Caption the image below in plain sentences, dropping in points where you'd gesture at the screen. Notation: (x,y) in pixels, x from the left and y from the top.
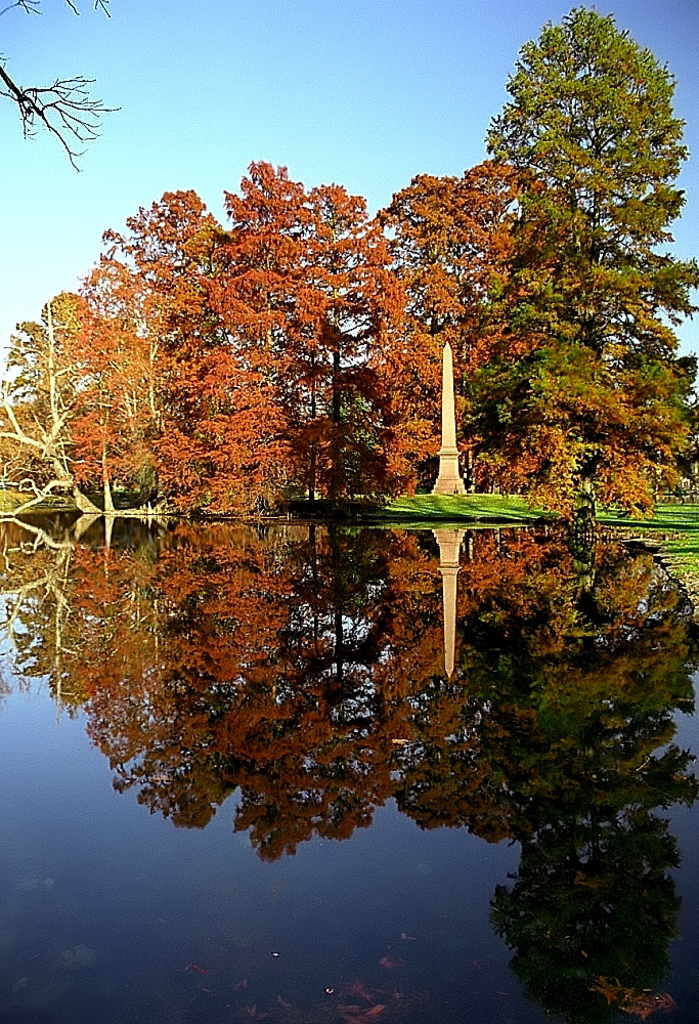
There is a water (575,673) on which, there is a mirror image (381,701) of trees (164,654) and a tower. In the background (423,320), there are trees (263,221), tower (437,485), grass (692,516) on the ground (661,516) and there is blue sky (248,96).
